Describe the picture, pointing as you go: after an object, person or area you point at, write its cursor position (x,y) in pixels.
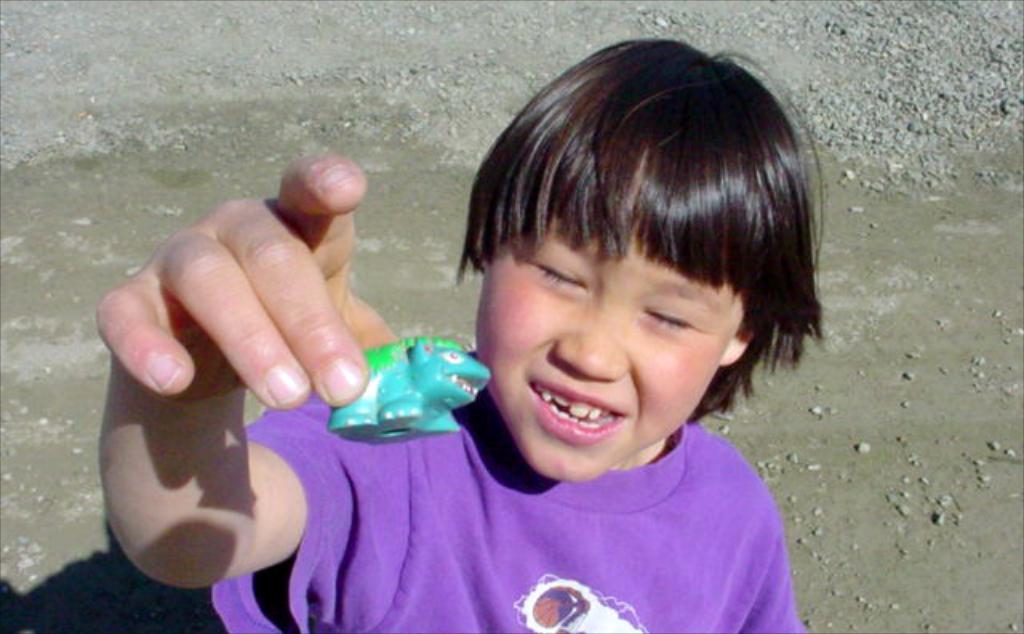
In this picture we can see a kid (605,367) holding a toy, we can see some stones (838,104) in the background (843,64).
